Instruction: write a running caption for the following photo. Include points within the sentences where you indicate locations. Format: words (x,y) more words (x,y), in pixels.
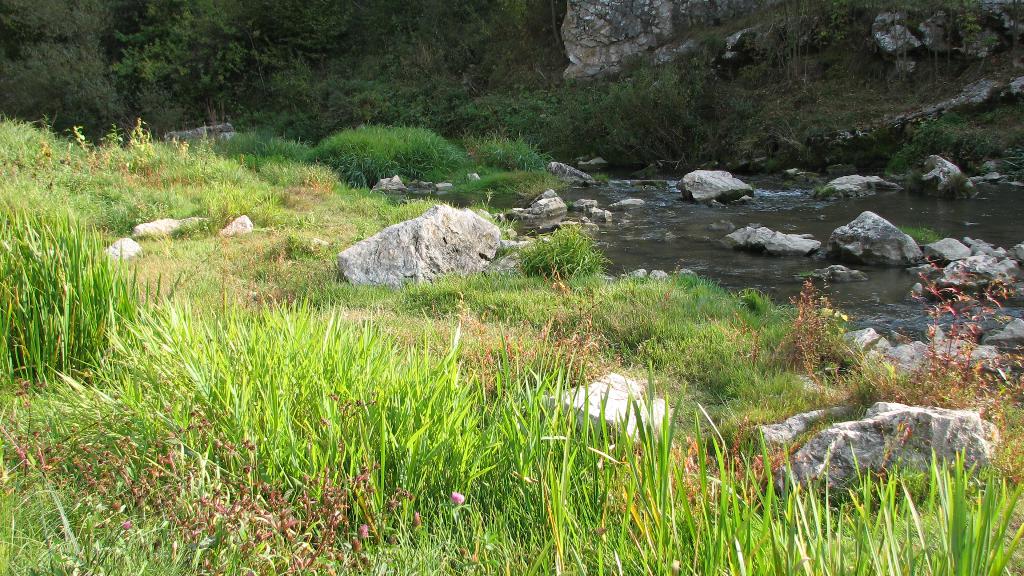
In this image I can see some grass (336,389) on the ground (311,371) and few rocks (126,245). I can see few plants (915,380) which are pink in color. I can see some water (707,257) and in the background (235,63) I can see few trees (369,65) which are green in color and huge rocks (637,29).
